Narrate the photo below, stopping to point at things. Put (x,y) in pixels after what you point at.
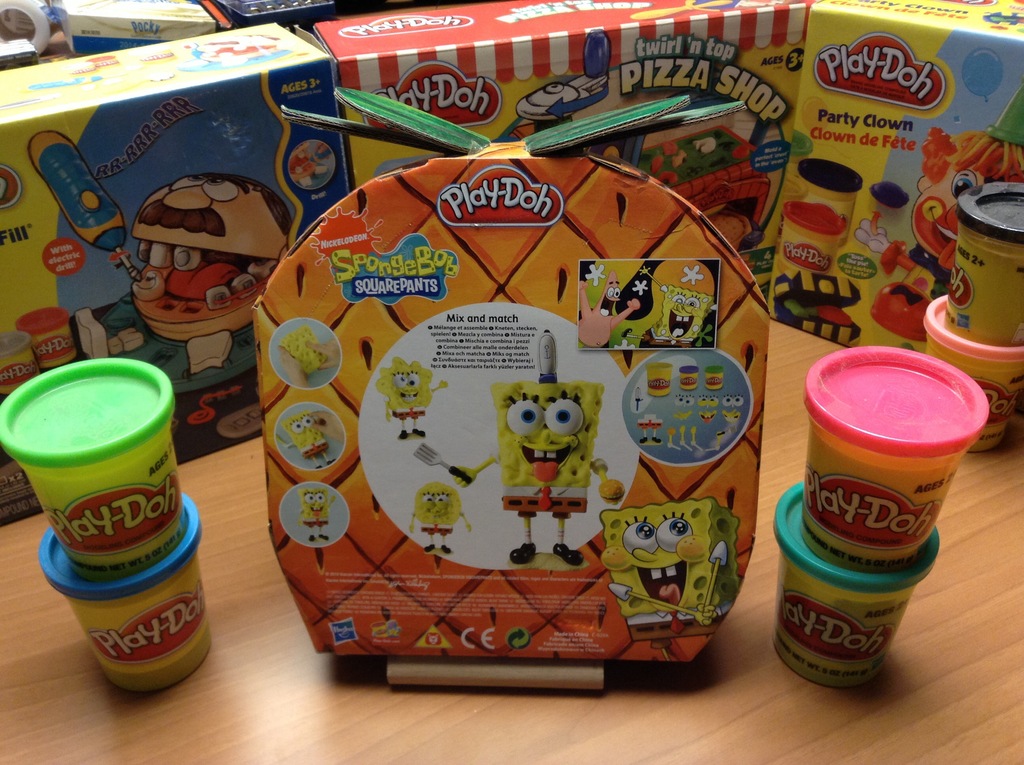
In this picture I can see there are few toys (534,122) placed in the boxes (556,490) and they are placed on the wooden table (191,692).
